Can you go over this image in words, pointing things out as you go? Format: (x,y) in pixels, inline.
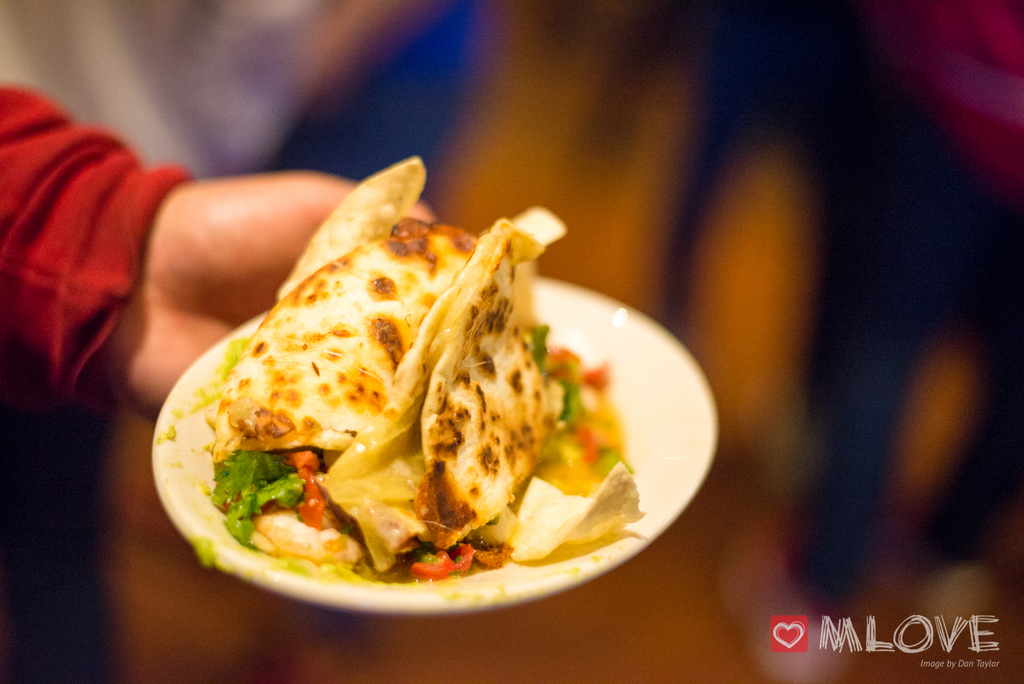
This image is taken indoors. In this image the background (140,122) is a little blurred. On the left side of the image (229,495) there is a person's hand (220,289) holding a plate (169,474) with food (391,384) on it.
